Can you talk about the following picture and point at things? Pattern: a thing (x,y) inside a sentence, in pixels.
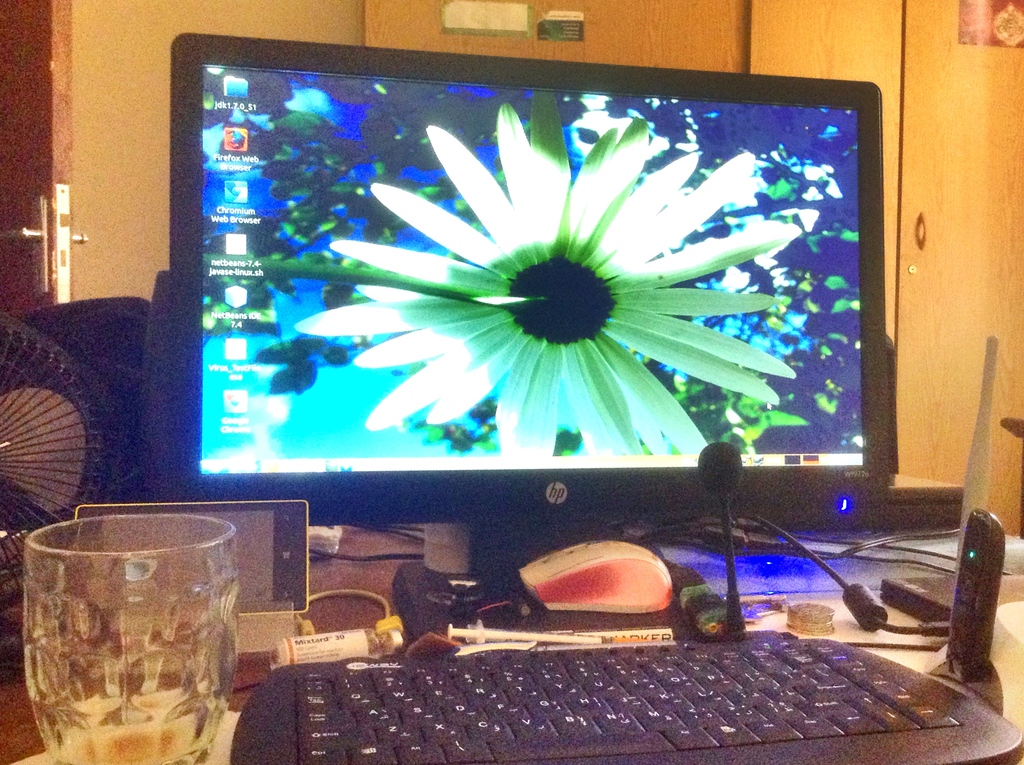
this picture shows a computer (856,482) on the table (914,575) and we see a glass (188,543) and a fan (84,452).
